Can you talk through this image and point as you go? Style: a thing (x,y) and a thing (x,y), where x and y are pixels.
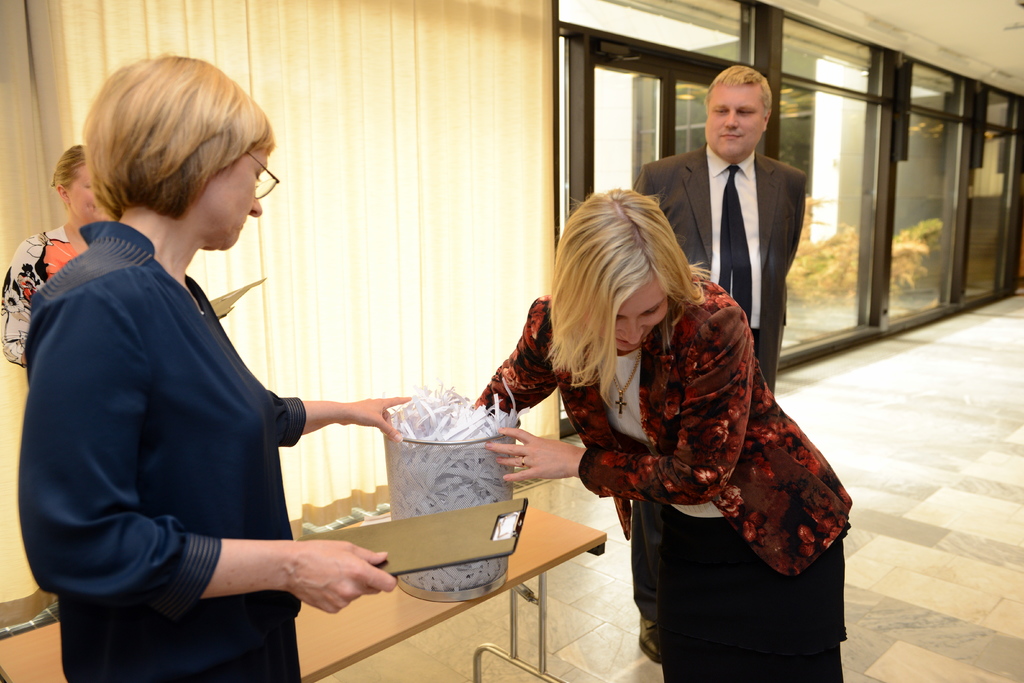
This picture shows a group of women (631,485) standing and holding a basket (504,473) in their hand (352,405) and we see a man (751,72) standing and we see a table (0,646).
